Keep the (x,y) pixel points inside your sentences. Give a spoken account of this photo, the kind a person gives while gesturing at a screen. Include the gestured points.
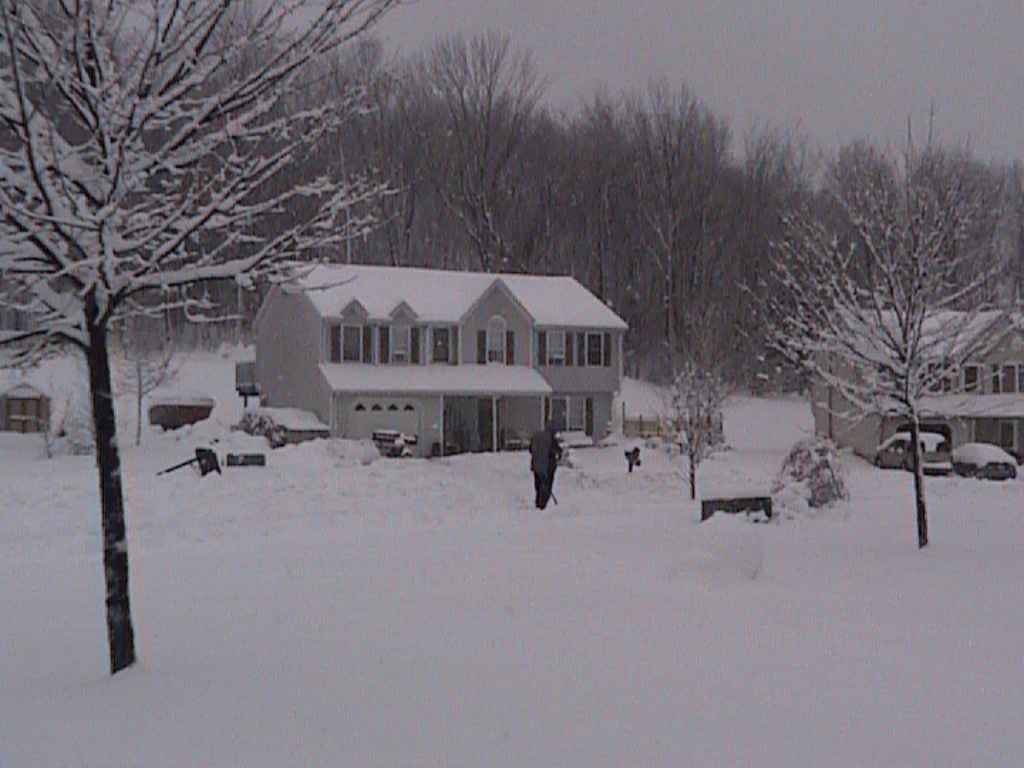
In the picture we can see a snow surface (971,615) and on it we can see a few trees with some snow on it and near to it, we can see a person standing and behind we can see few houses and near it we can see two cars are parked and in the background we can see trees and sky (675,8).
